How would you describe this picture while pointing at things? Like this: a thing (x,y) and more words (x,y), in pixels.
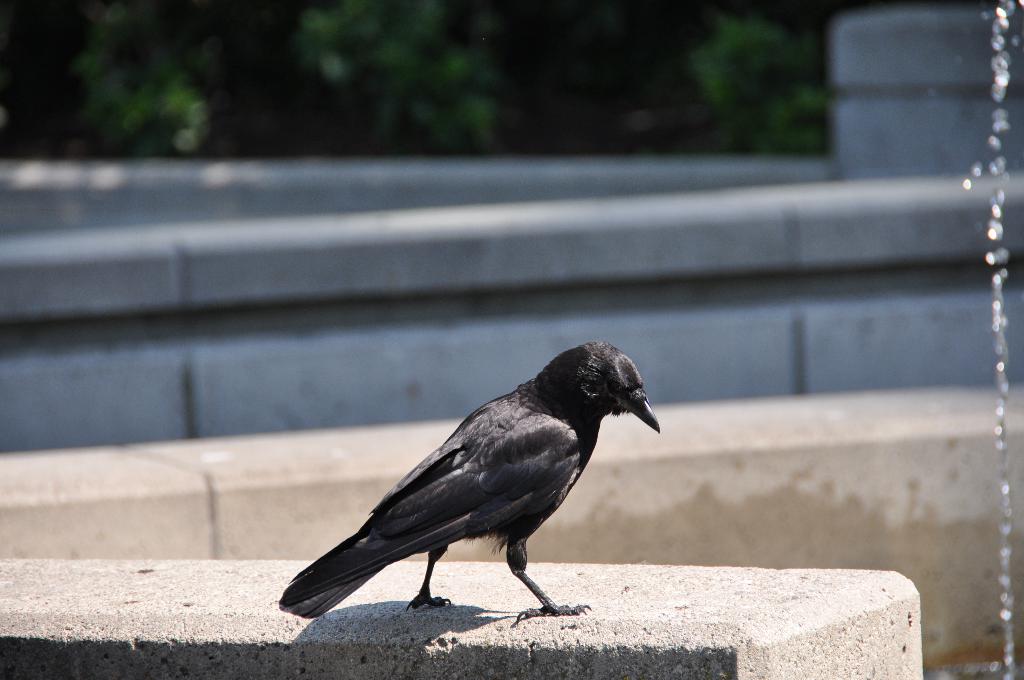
In this image we can see a black color bird (470,496) on the wall (500,617). The background of the image (385,467) is blurred, where we can see the wall (415,323) and trees (804,110). Here we can see the water droplets (994,46).
